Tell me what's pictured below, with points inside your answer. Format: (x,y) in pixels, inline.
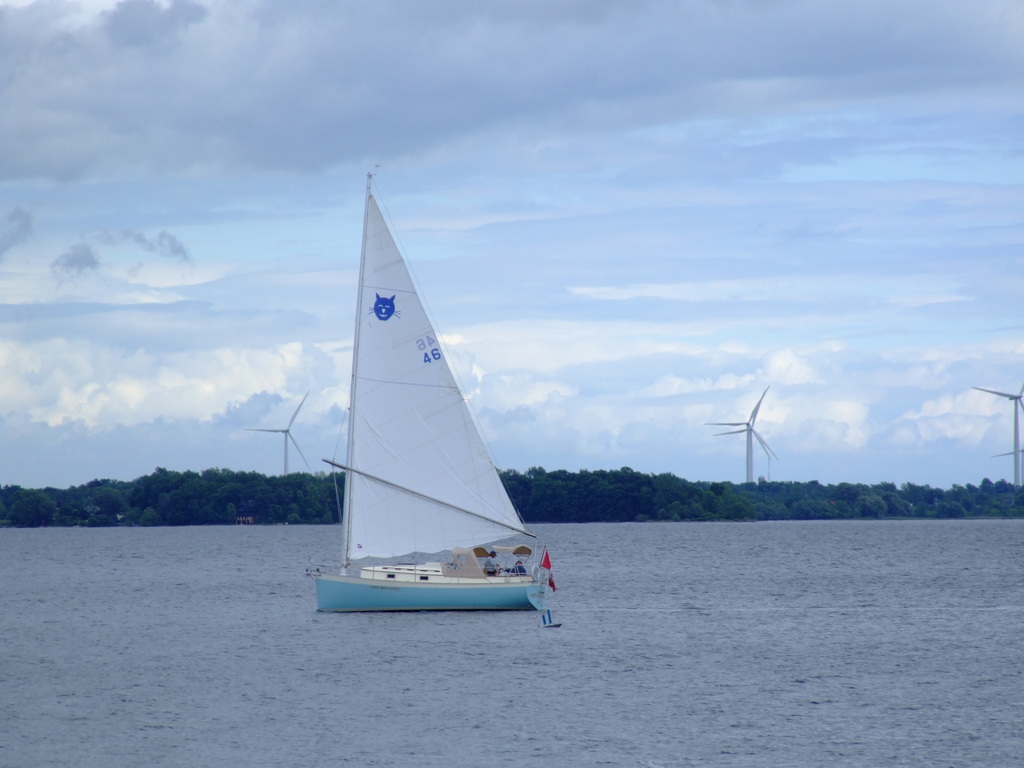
In the image there is a boat (385,527) on the water surface (320,527), in the background (241,499) there are trees (765,504).
